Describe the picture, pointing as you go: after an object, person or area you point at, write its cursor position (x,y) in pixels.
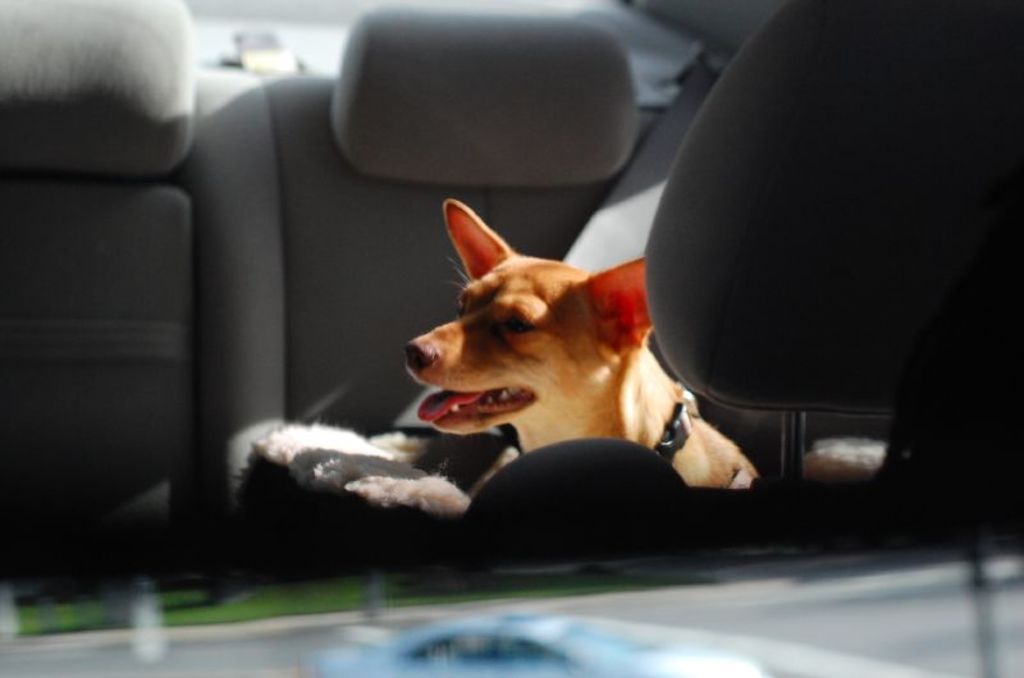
As we can see in the image there is a dog (477,344) in car (372,202).
